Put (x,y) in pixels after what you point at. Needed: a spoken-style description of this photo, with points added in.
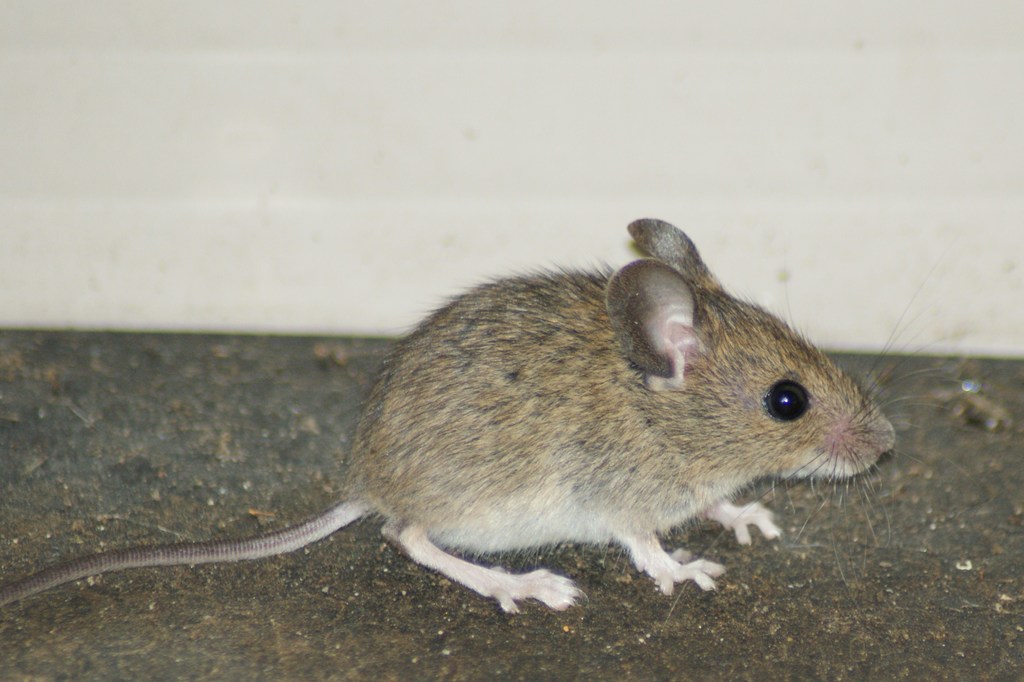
In this image, we can see a rat (419,544). We can see the ground (189,390) with an object (964,411). We can also see the wall (923,326).
